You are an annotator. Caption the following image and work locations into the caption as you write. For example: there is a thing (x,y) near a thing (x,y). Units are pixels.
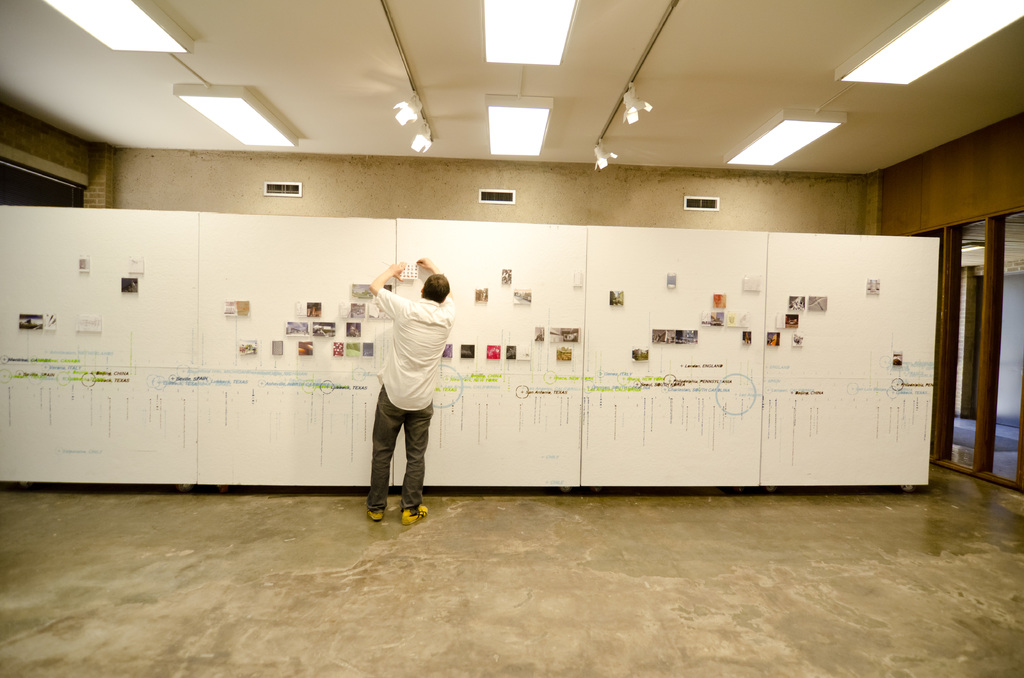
In the picture we can see inside view of the hall (79,566) with a white color board (844,251) with some pictures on it and a man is standing and pasting some images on it and to the ceiling (606,139) we can see the lights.
